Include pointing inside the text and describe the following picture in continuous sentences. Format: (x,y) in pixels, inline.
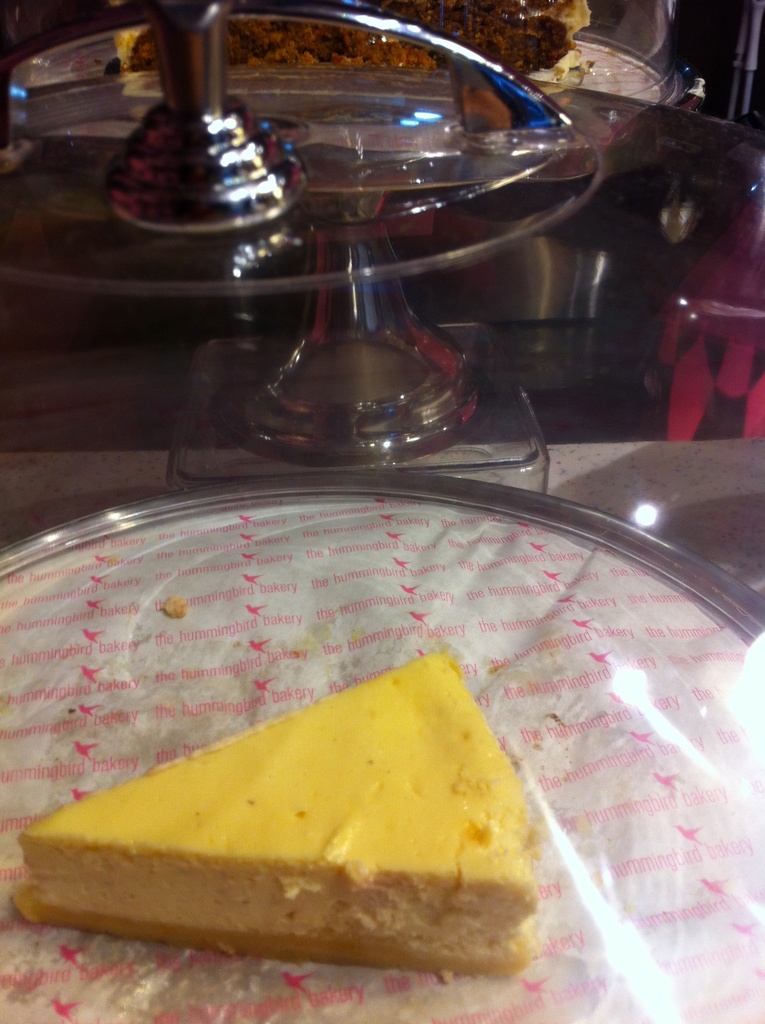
In this picture there is a yellow color piece of cake (311,900) on plastic plate (604,771). On the table (621,462) we can see glass box (199,395) and plate (734,704). On the right (755,348) there is an object (699,271) near to the table (574,461).
